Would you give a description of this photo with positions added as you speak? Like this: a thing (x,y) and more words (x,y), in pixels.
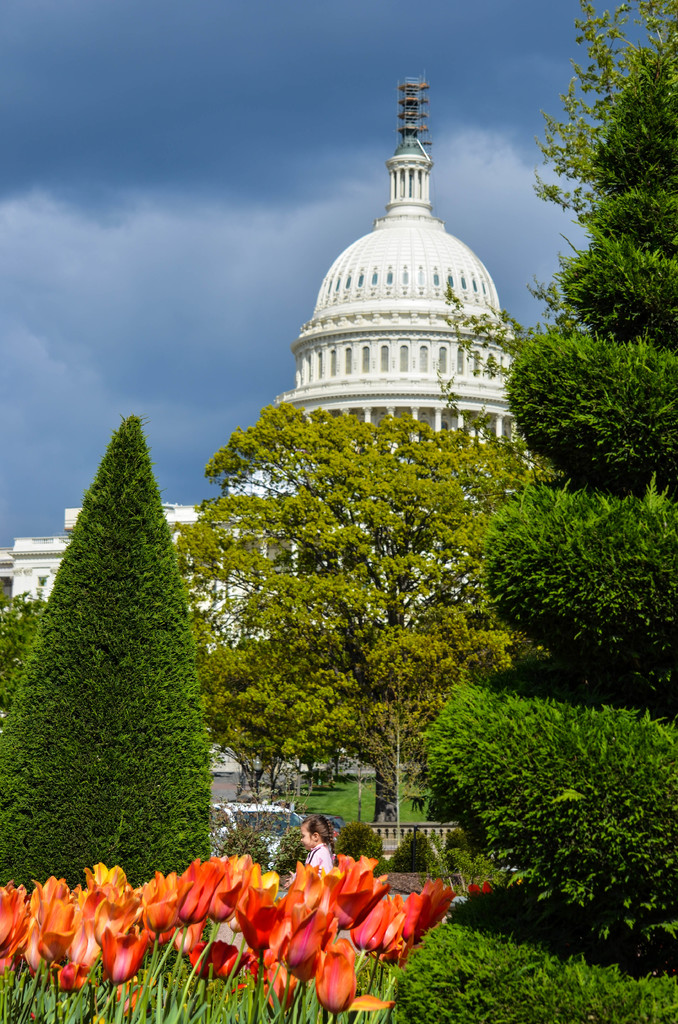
In this picture we can see the sky (461,135) with clouds (111,251), a building (394,344). We can see a dome (388,351), trees (559,656), plants (609,891), flowers (413,937). We can see a car (270,812) and a kid (305,840).
